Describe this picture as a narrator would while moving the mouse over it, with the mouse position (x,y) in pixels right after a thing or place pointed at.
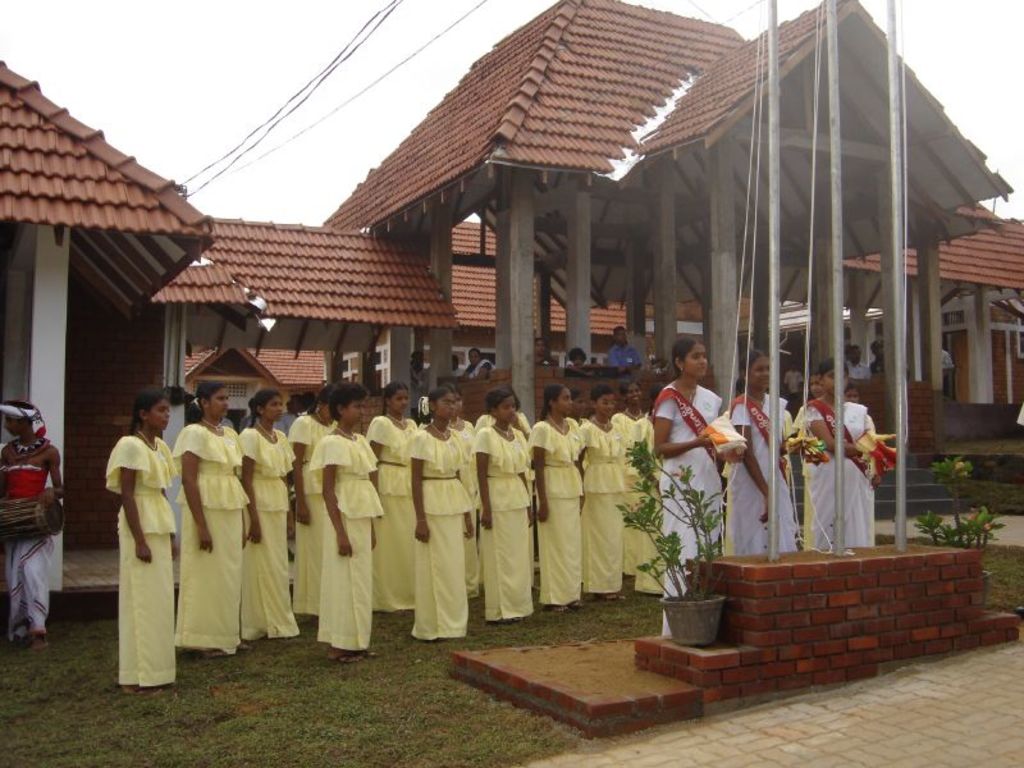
In this image we can see few persons (509,496) are standing on the grass (262,698). On the left side (16,474) a person (54,475) is holding a musical instrument (52,518) in the hands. There are three women (780,471) standing at the poles (840,534) and among them few persons (785,507) are holding objects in their hands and we can see ropes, plants (639,448) in the pots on the platform (829,588). In the background (528,180) we can see a pillars (505,184), walls (70,529), roofs (802,188) and sky (274,42).
